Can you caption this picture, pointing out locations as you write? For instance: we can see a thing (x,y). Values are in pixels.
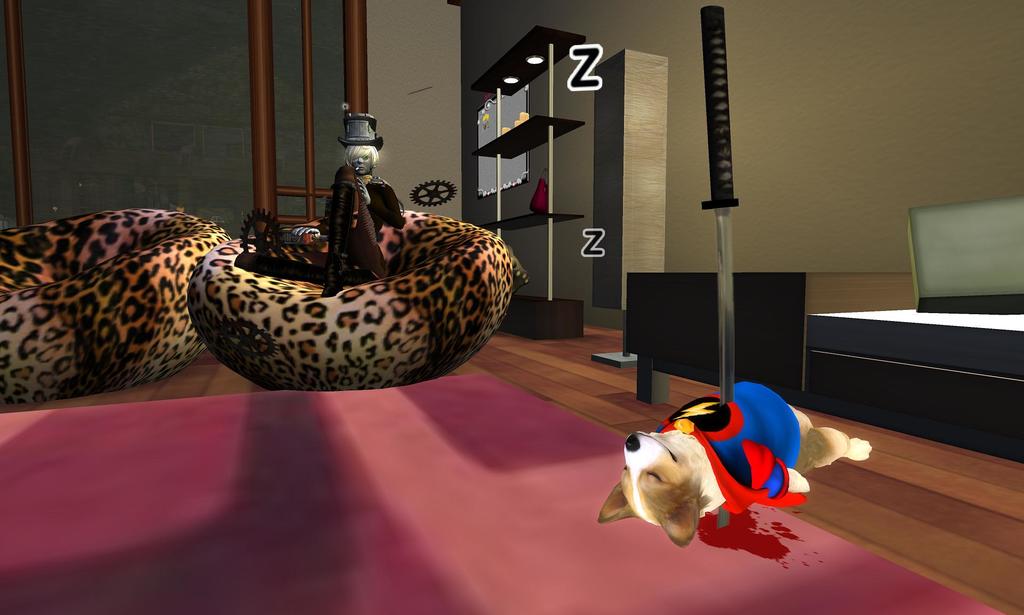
This is an animated picture. In this picture we can see objects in the racks (560,45). We can see the lights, few objects (647,73), letters (590,67), floor (613,341), animal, blood (777,540) and a knife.
